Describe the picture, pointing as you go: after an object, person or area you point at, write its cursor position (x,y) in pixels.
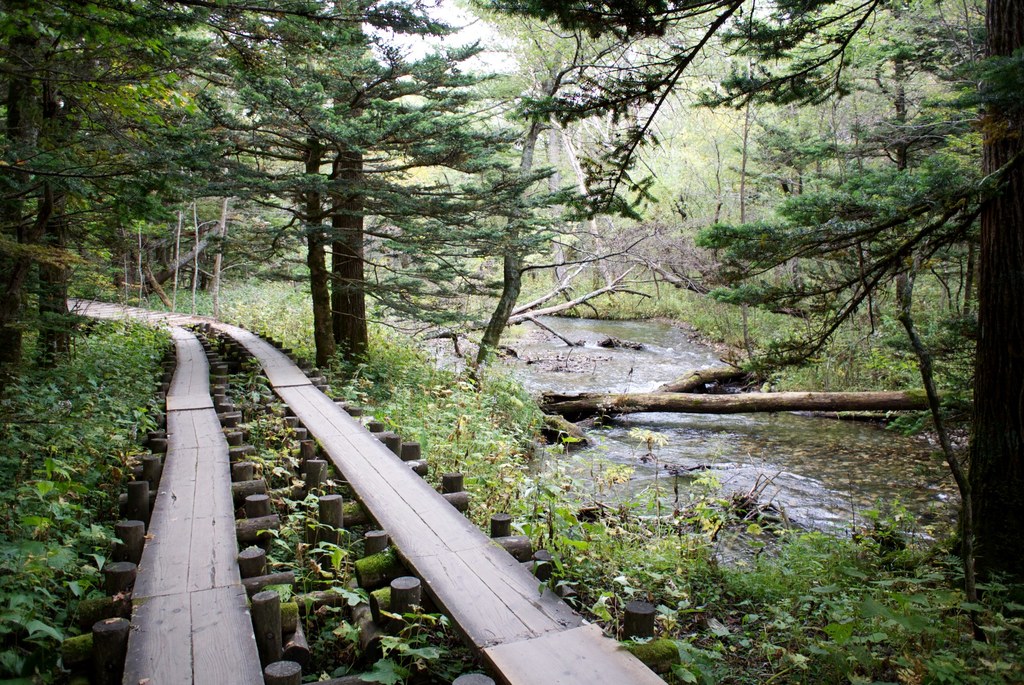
In this image I can see trees (49,333) in green color, water (788,426), few wooden sticks (602,403), and sky (470,39) in white color.
